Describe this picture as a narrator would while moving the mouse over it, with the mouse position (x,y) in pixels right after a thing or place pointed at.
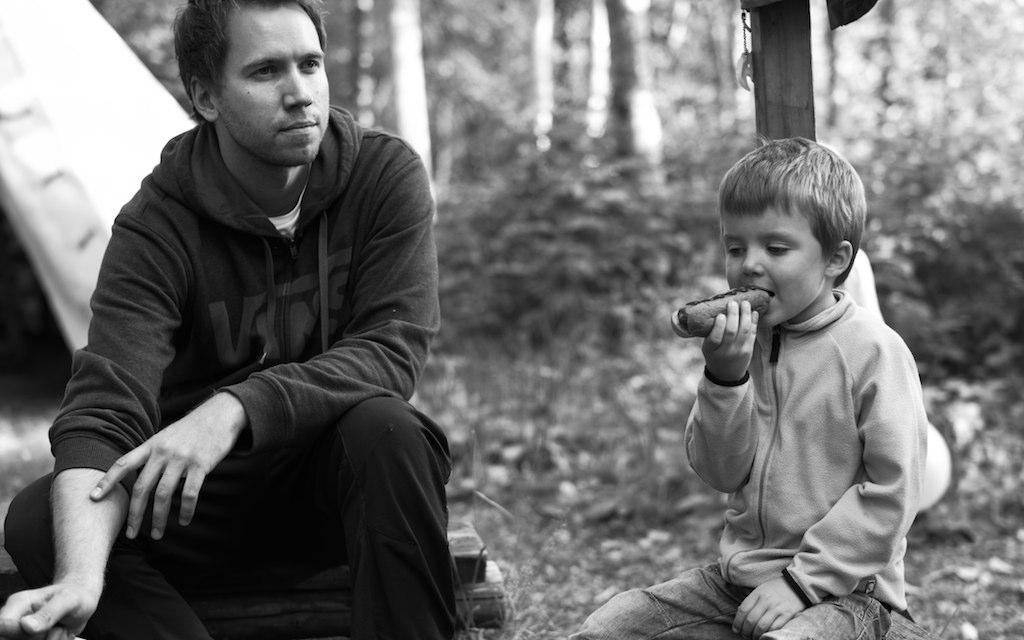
In this image I can see on the left side (246,104) there is a man (345,325) looking at the right side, he is wearing a sweater (317,334), trouser (359,481). On the right side (712,455) there is a boy (909,390) eating the food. At the back side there are trees (995,34), this image is in black and white color.
